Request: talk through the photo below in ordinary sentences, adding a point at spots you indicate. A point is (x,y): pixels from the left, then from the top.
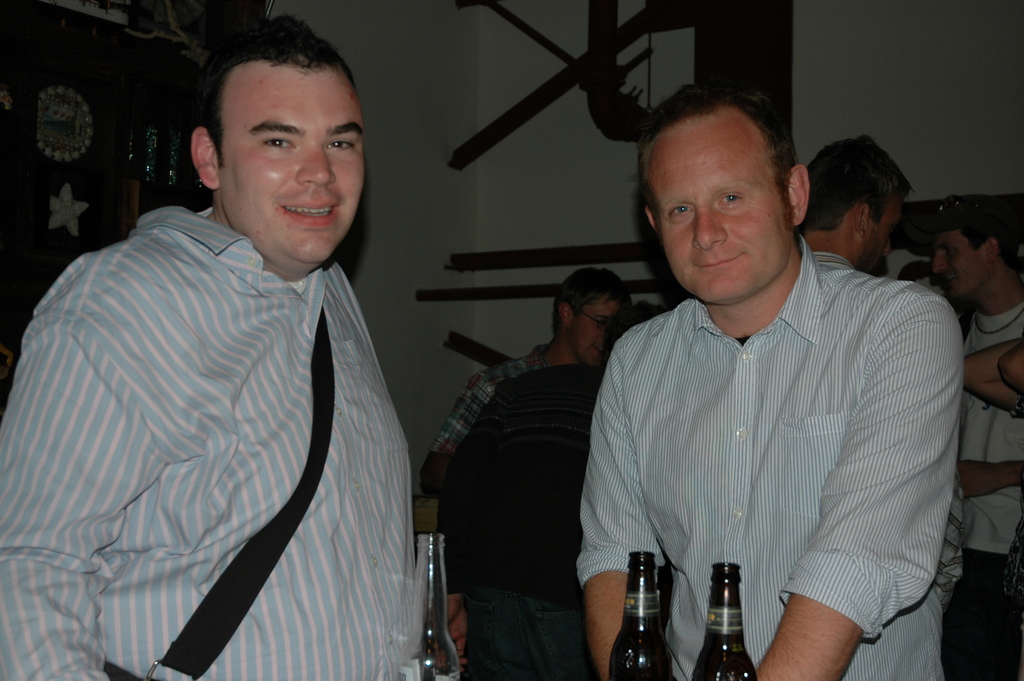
There is a group of people (595,300). Some people (661,330) are standing. There is a table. There is a bottles (640,602) on a table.
